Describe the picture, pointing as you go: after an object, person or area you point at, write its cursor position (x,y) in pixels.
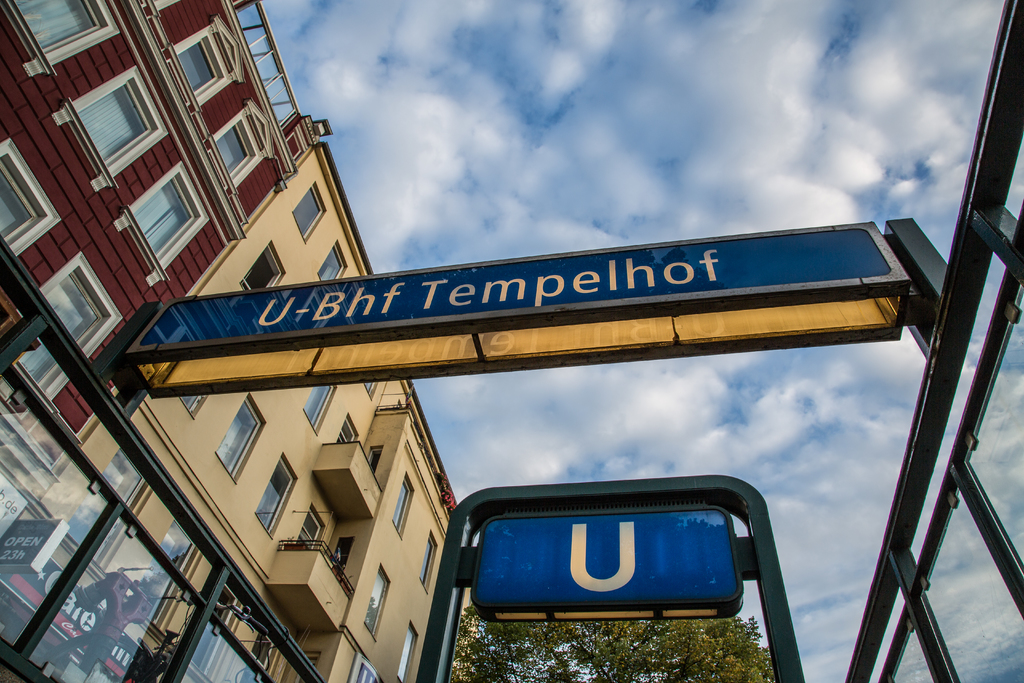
In the center of the image (522,316) we can see a sign board (376,322). On the left side of the image (31,45) there is a building (199,479). At the bottom of the image (604,563) there is a tree (629,640) and sign board (603,579). In the background (398,172) there is a sky (519,157) and clouds (496,162).
